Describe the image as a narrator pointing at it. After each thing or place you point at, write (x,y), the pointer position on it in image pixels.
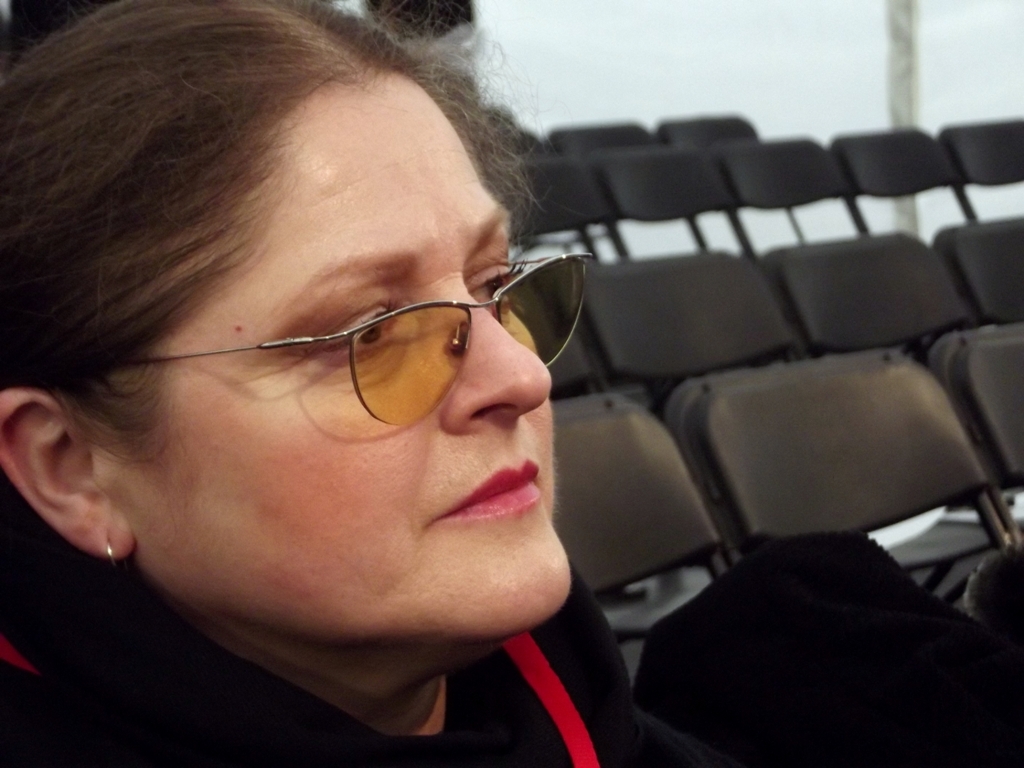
In this image, we can see a lady (270,457) wearing glasses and in the background (766,373), there are chairs (749,314).
